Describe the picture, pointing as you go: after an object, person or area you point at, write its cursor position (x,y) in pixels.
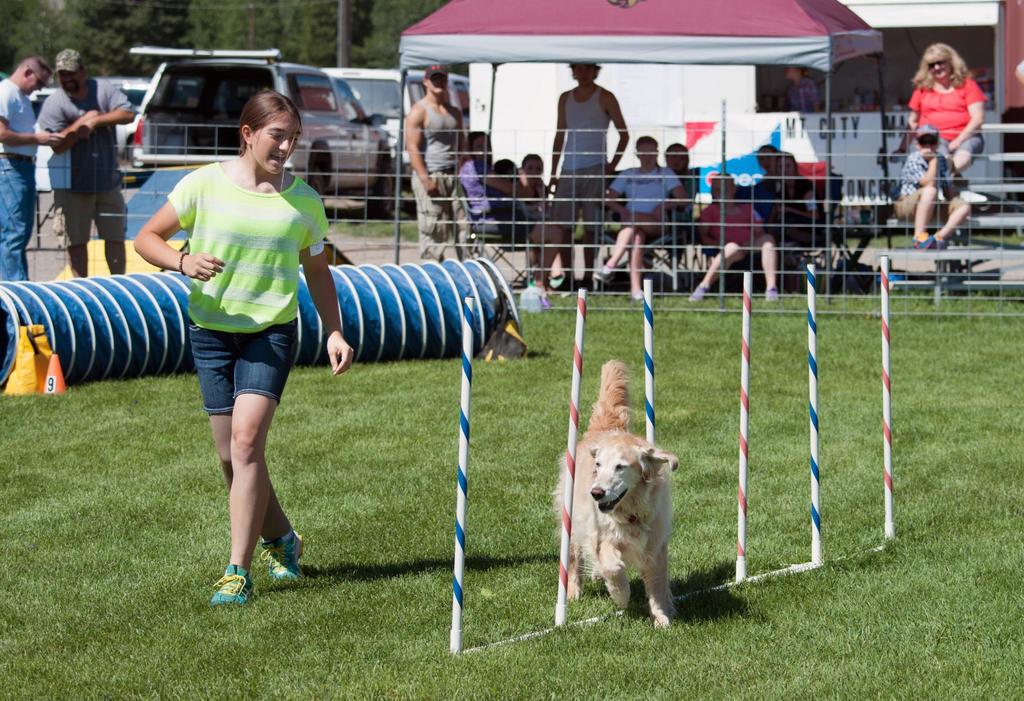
In the center of the image (609,411) there is a dog (598,408). There is a girl (239,482). At the bottom of the image (282,629) there is grass (62,628). In the background of the image (645,238) there are people (467,179) sitting under the tent (653,54). There is a fencing (490,199). There are vehicles (199,74). There are trees (168,13).
